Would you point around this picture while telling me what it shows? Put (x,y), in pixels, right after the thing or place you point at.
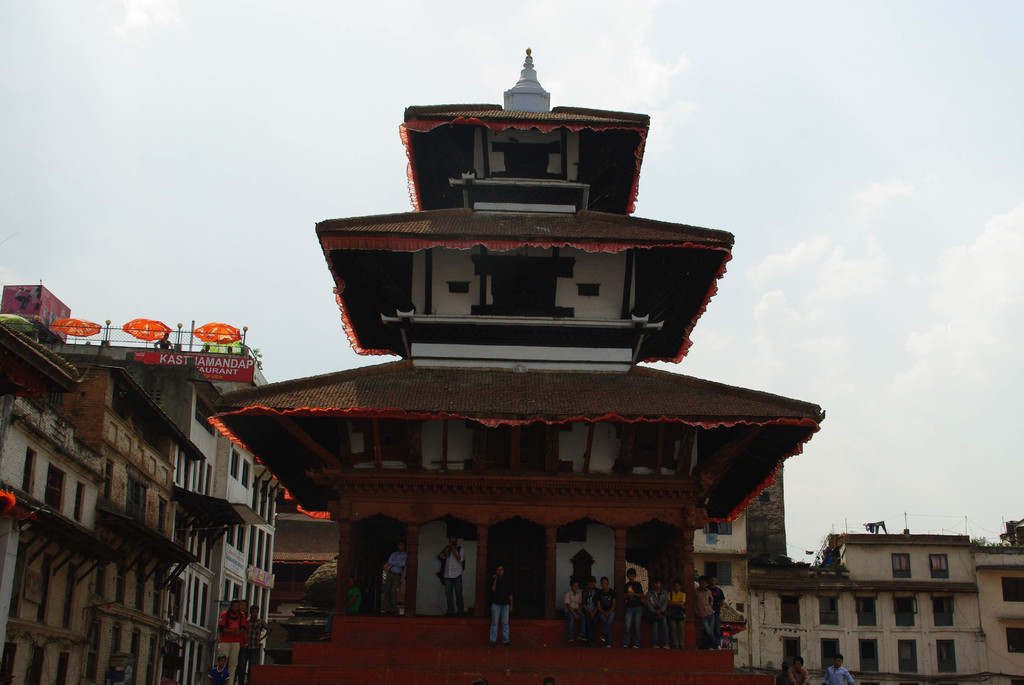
On the left side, there are two persons (248,664). Beside them, there are buildings (256,471) which are having windows (209,561). In the middle of this image (403,334), there is a building (652,519) which is having roofs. On the right side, there are two persons (790,676). In the background (935,601), there are buildings (1015,577) and there are clouds (992,282) in the sky (322,99).
